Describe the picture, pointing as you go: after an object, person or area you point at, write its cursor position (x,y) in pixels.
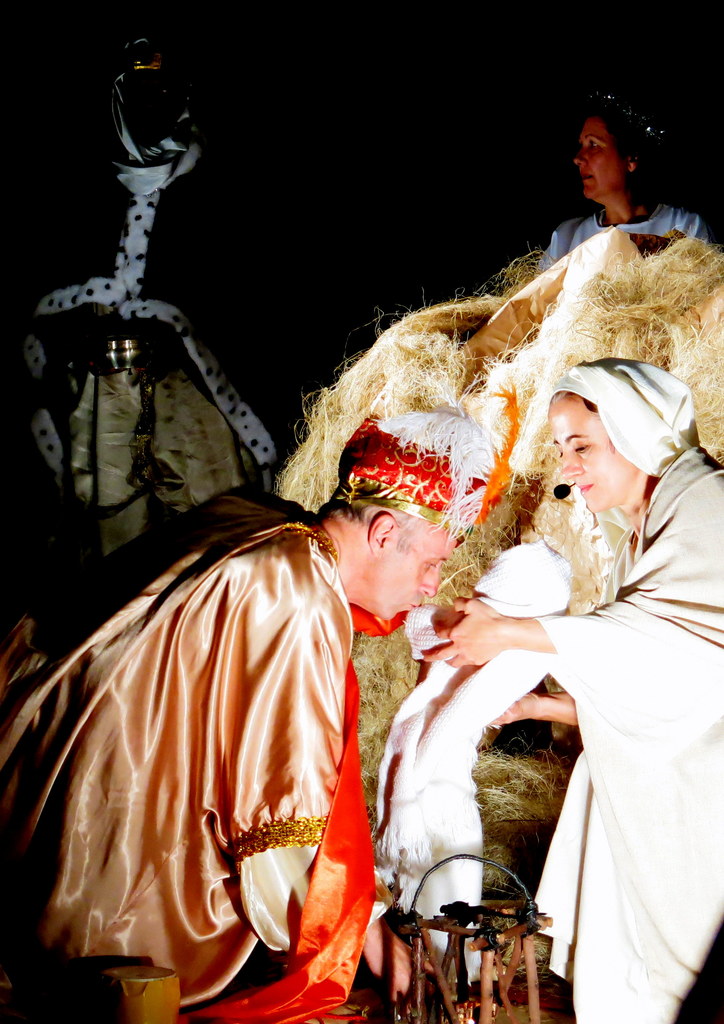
In this image, we can see people (222,562) wearing costumes (591,813) and one of them is holding an object (450,761) and we can see dry grass (522,375) and at the bottom (483,930), there is a stand (480,948) and some other objects (132,1000).
